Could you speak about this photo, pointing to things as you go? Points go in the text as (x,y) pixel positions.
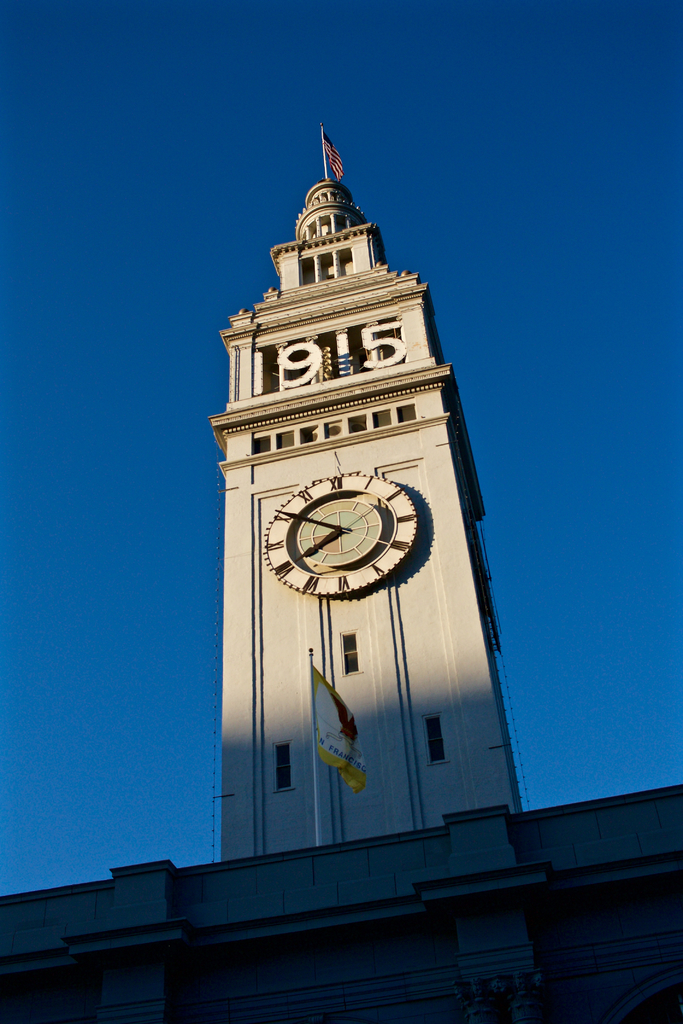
In this picture we can see a building (526,928), there is a clock tower (412,743) in the middle (350,562), we can see a clock (352,570) and two flags (337,165), there is the sky (96,99) at the top of the picture (107,95).
